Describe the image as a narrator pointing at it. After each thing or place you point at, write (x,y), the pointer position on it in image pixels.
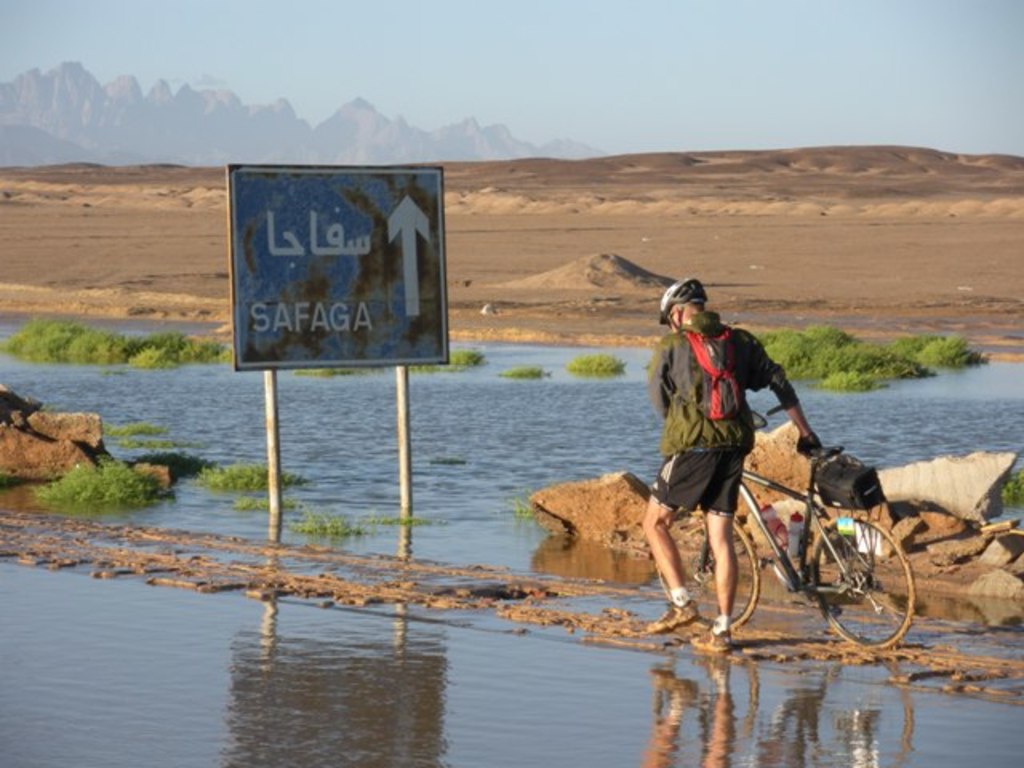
In this image we can see sign board (377,300), person (673,412), bicycle (700,545), water (510,546), stones (607,531), grass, sand (534,221), hills (453,149) and sky (591,58).
